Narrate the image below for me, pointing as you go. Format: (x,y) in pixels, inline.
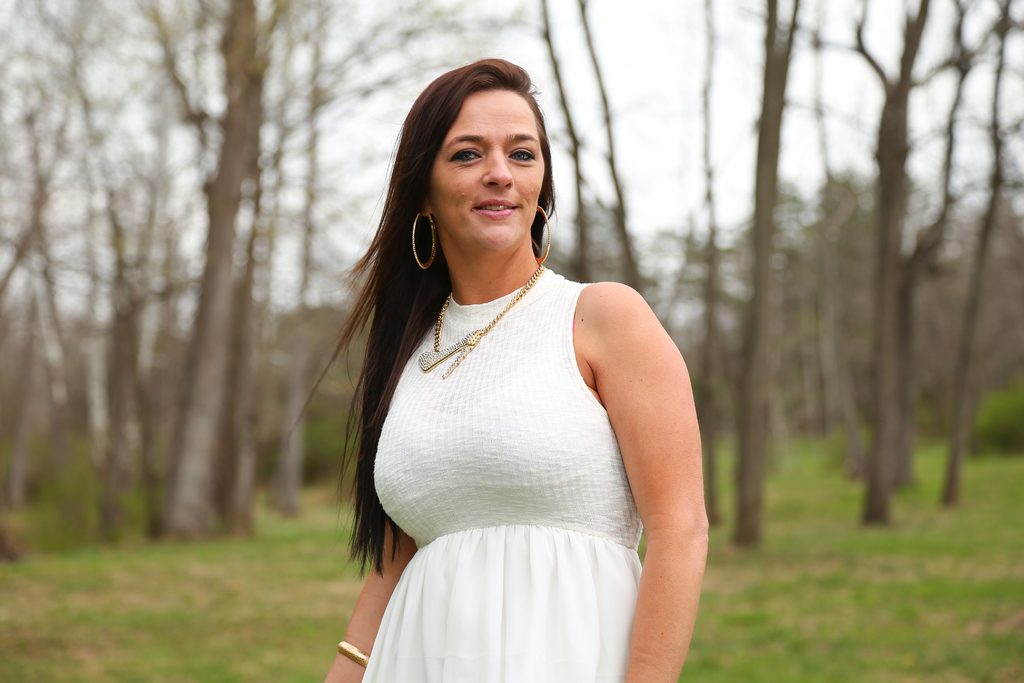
In this image we can see one woman (496,385) in white dress (493,586) standing on the ground (267,664), some trees (297,490), bushes (1001,431), green grass (304,566) on the ground (914,502) and at the top (637,56) there is the sky (749,78).
